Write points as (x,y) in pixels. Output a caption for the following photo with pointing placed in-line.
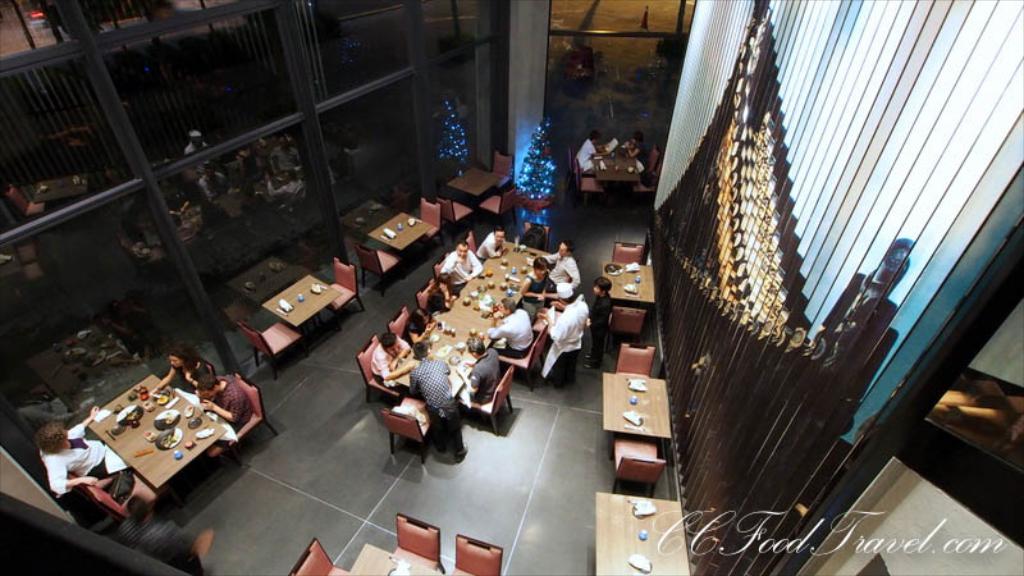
In this image we can see a few people (568,254), some of them are sitting, there are tables (317,296), chairs (368,372), few people (499,351) are eating food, there are food items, paper napkins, bottles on the tables (506,269), there is a Christmas tree (536,193), there are serial lights (540,159) on it, there is the wall (796,196) with a design (703,325) on it, also we can see all those reflections (33,164) on the glass wall (555,156).
